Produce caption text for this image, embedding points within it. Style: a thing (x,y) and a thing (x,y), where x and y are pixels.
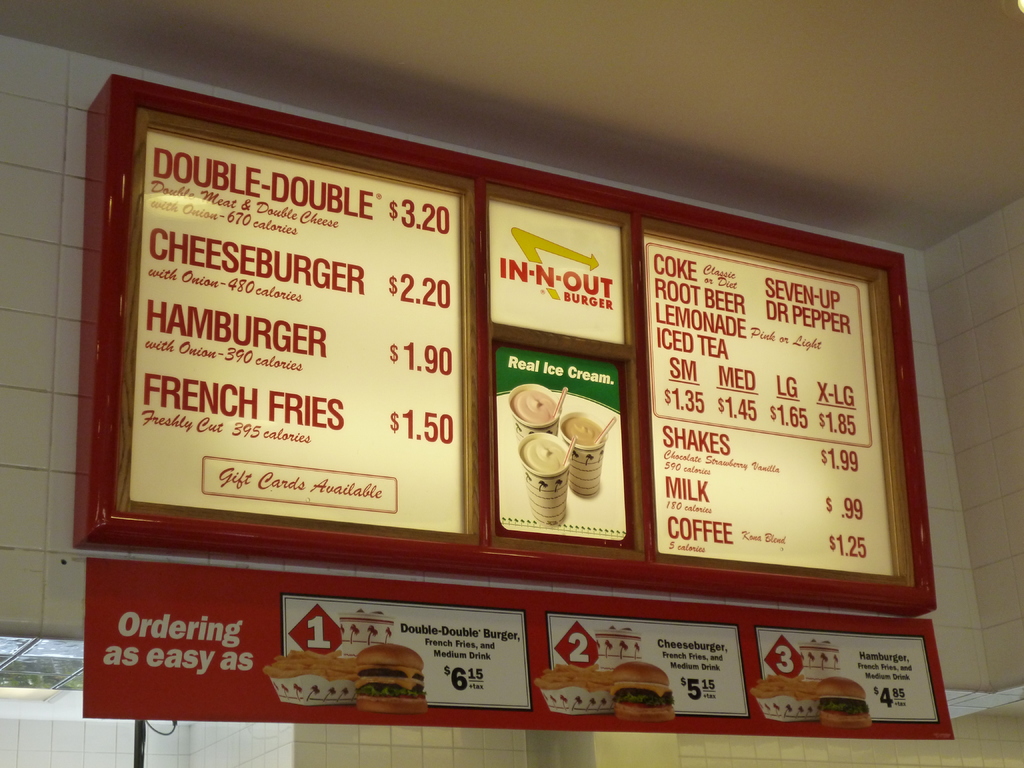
In the center of the image (376,499) we can see a board (713,410) is present on the wall (1008,470). On the board (477,425) we can see the text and food items (549,412). In the bottom left corner (32,653) we can see a window (44,659). At the top of the image (604,66) we can see the roof (605,125).
